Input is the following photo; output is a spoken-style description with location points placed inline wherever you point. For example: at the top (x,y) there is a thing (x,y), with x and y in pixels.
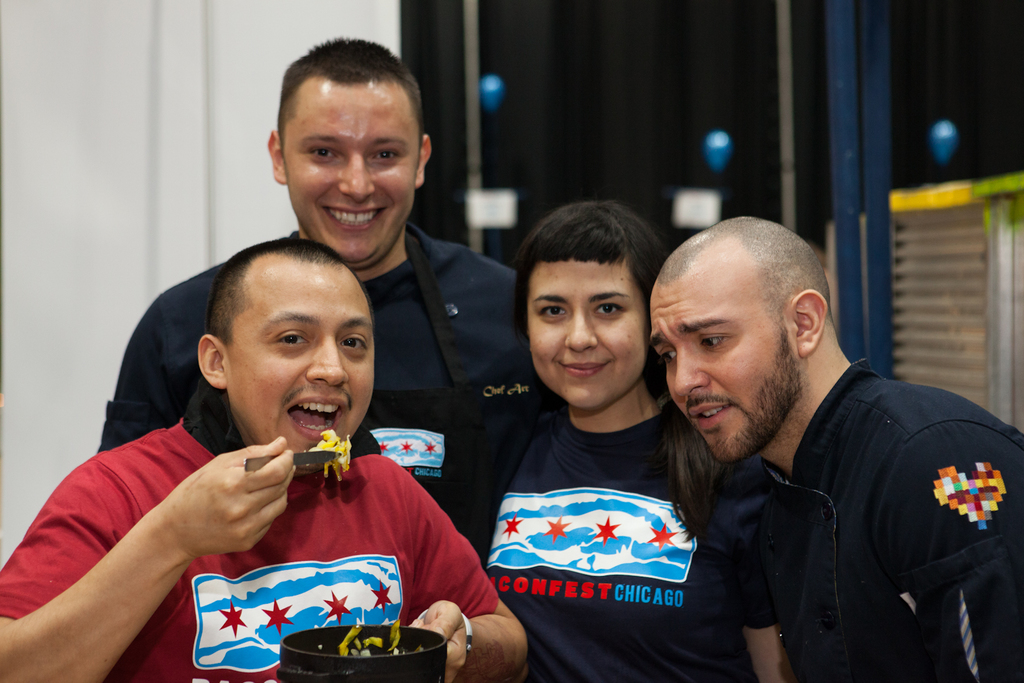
There are four people (445,301). Person (440,532) on the left (251,543) is holding a bowl (337,626) and a spoon (306,455). And there is a food item (329,444) in it. In the back (220,93) there is a wall (588,133) and it is blurred.
